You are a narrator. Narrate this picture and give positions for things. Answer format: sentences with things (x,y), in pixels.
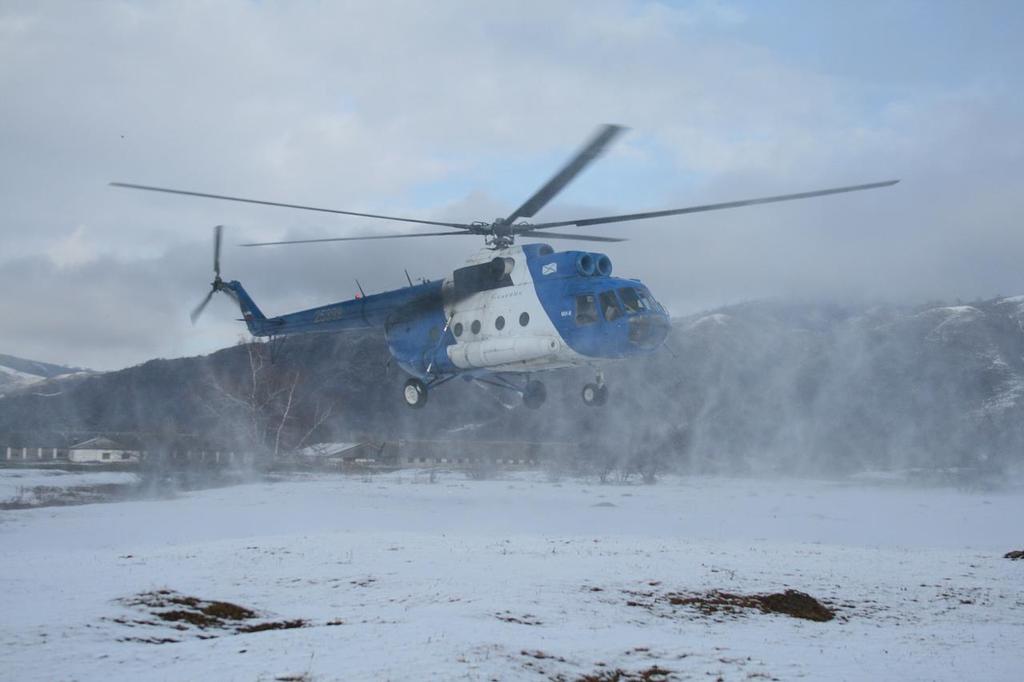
In this image I see a helicopter (502,286) which is of white and blue in color and I see the white snow (371,540). In the background (71,403) I see the mountains (31,393) and the sky (223,181) and I see the smoke (210,459) over here. I can also see a house (113,445) over here.
